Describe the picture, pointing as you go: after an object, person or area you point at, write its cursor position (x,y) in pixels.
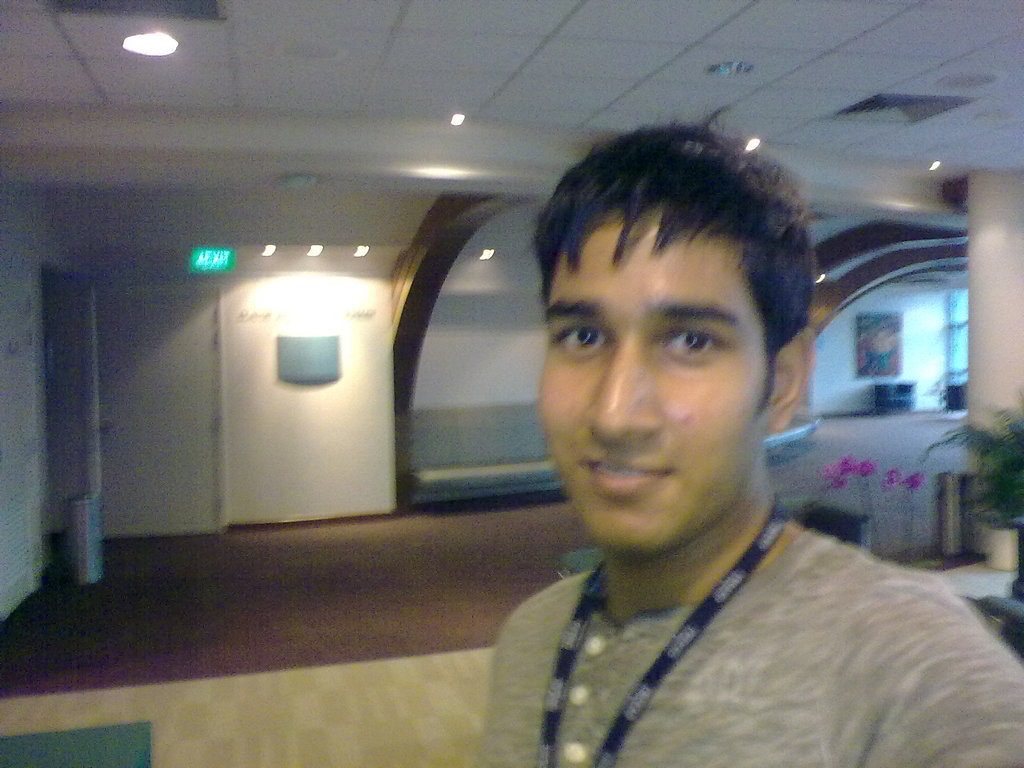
In this image I can see the person (703,474). I can see few flowerpots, door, lights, ceiling (418,45), wall (896,301) and the floor (246,588).
